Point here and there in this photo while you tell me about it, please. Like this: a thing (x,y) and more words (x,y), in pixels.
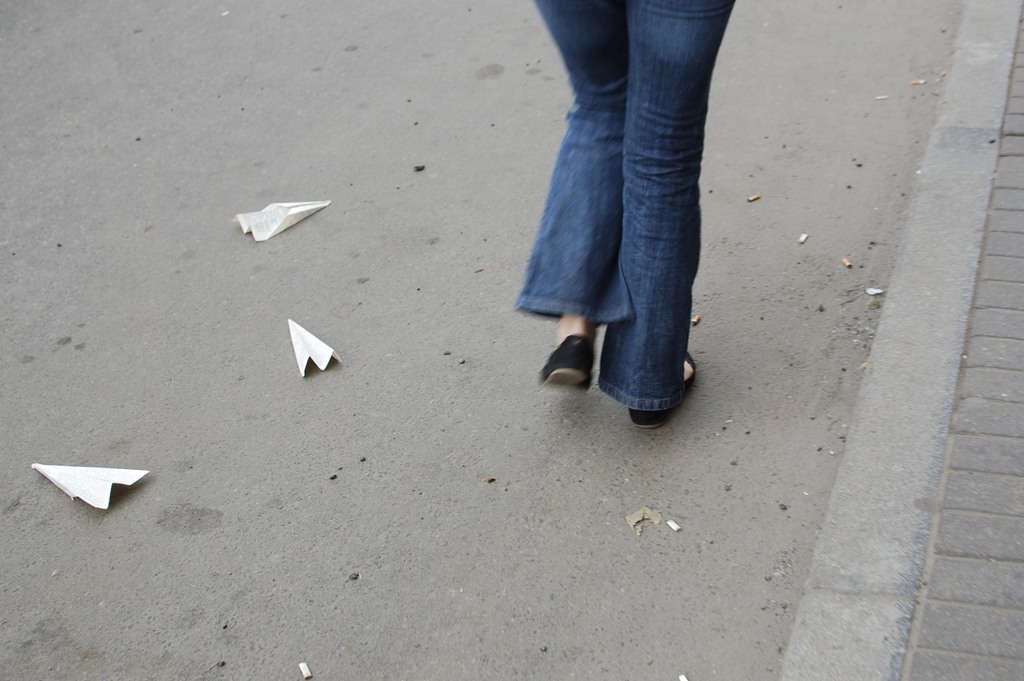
In this image there is a road (551,350). On the road (439,358) there are papers (304,354). There are human legs (702,25). On the right side (976,429) there is a footpath (989,412).
